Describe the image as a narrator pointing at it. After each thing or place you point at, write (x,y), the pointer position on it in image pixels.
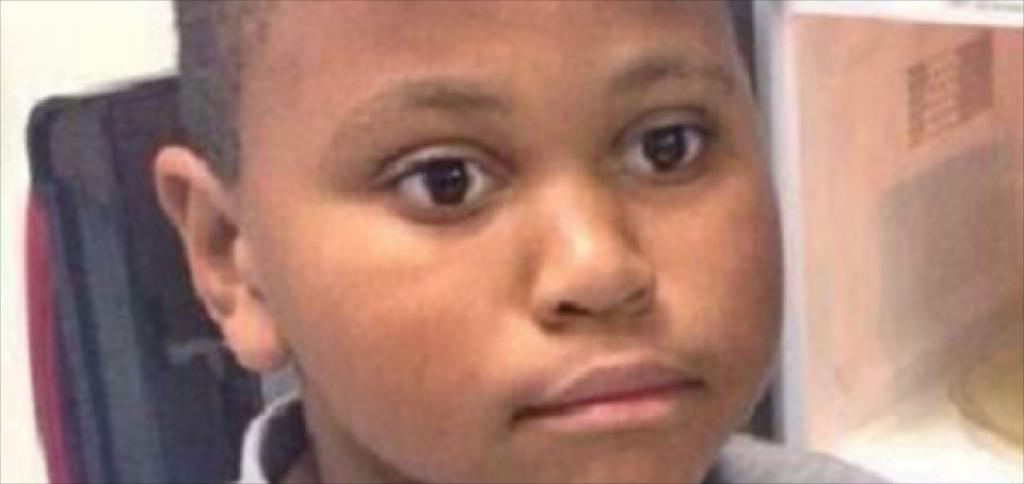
In this image we can see a boy (579,237). He is wearing grey color shirt (813,467). Background of the image (147,368), one black color thing (102,318) is there.
